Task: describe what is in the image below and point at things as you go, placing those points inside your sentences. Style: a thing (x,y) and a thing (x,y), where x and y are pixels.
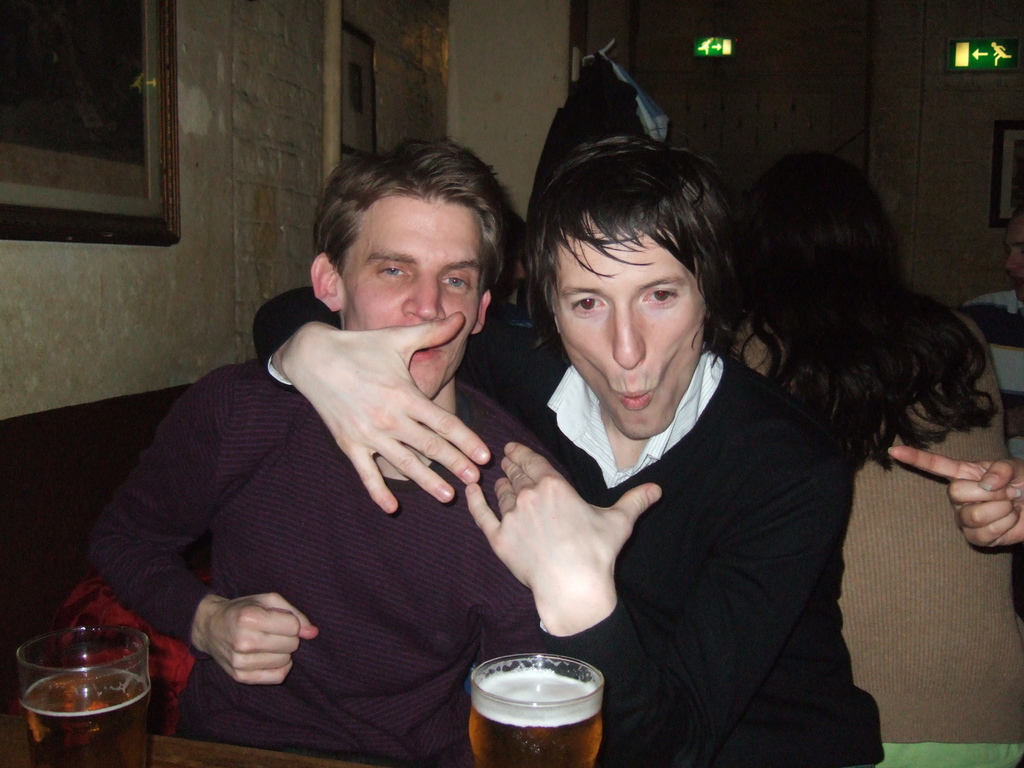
In the foreground of the picture (295,705) there are group of people (540,512), glasses (537,711) with drinks (552,723), table (249,745) and other objects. On the left (238,87) there are frames (74,204) and wall (264,71). In the background (819,57) there are boards (698,45), door (871,62) and wall (753,59). On the right (953,127) there is a person (1018,392) and wall (968,135).
